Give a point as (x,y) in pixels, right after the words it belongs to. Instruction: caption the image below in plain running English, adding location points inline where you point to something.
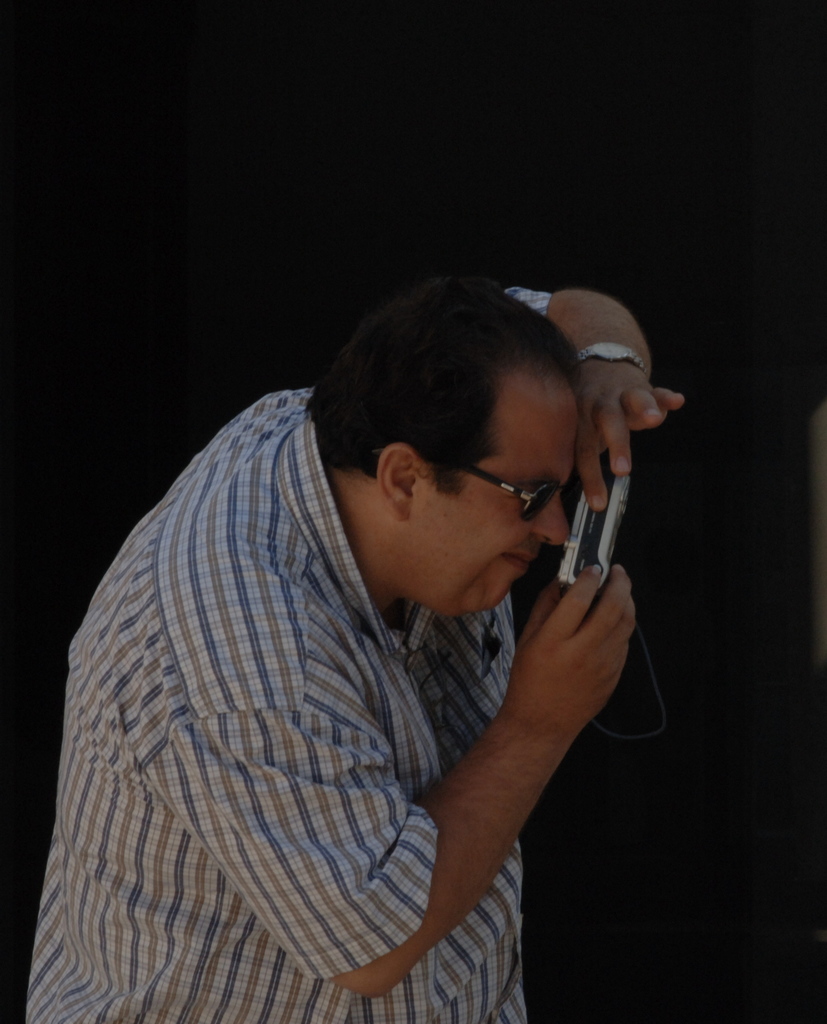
In this image I can see a person (122,802) wearing white color shirt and holding a camera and I can see dark background (672,517).
